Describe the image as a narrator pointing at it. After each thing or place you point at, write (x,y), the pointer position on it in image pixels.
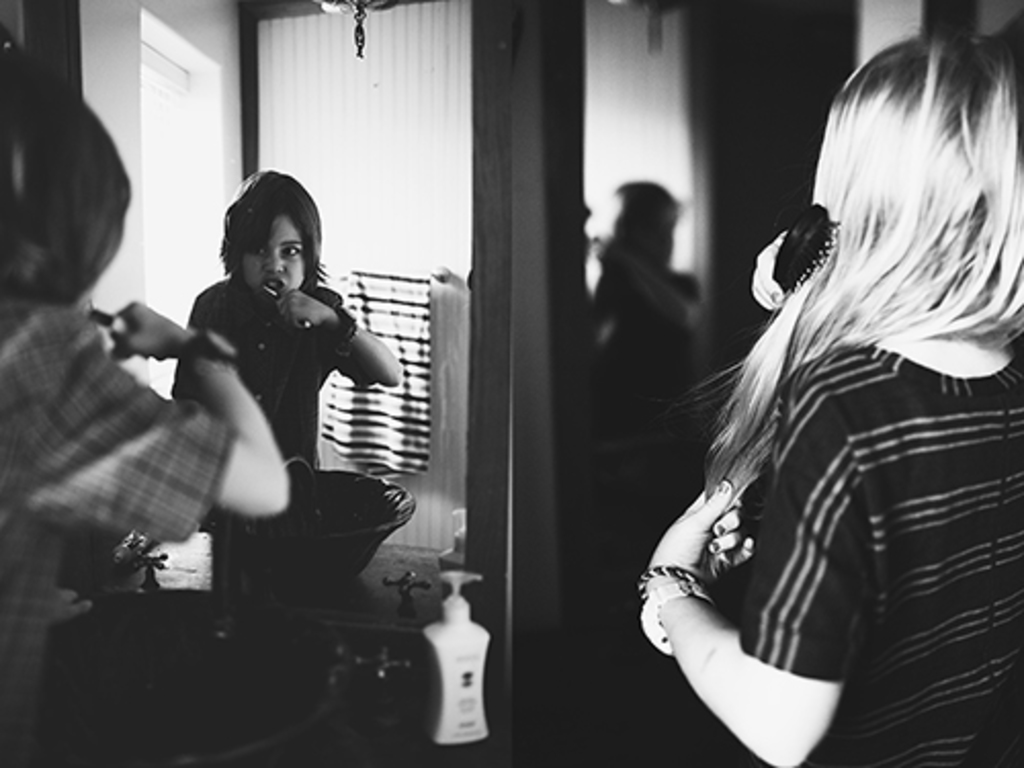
This is black and white picture, in this picture there are two people (807,492), among them one person (848,93) holding a comb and we can see bottle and mirror (381,604), on this mirror (330,419) we can see reflection (264,212) of a person (265,258) holding a brush (271,288) and objects (383,444). In the background of the image (709,261) it is blurry.
